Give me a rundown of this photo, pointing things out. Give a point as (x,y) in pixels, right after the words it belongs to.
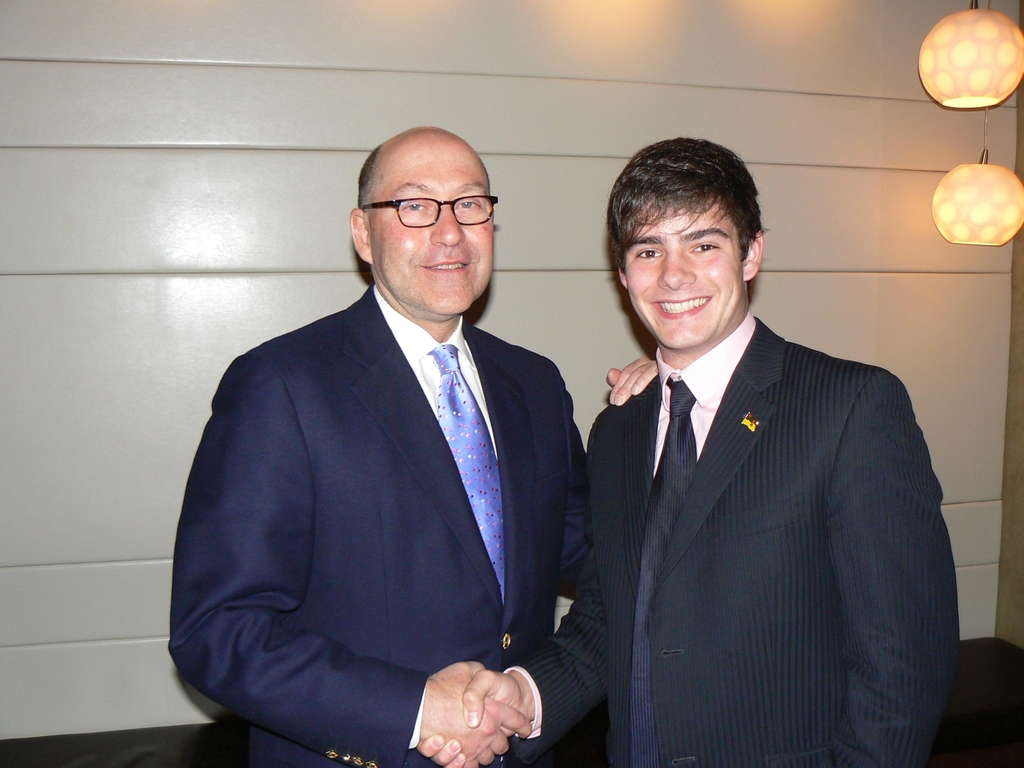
In this image there are two persons (173,602) at the center (344,313) shaking hands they are wearing suit (555,412). In the background of the image (573,45) there is wall (189,127). To the right side of the image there are light lamps (1020,204).
